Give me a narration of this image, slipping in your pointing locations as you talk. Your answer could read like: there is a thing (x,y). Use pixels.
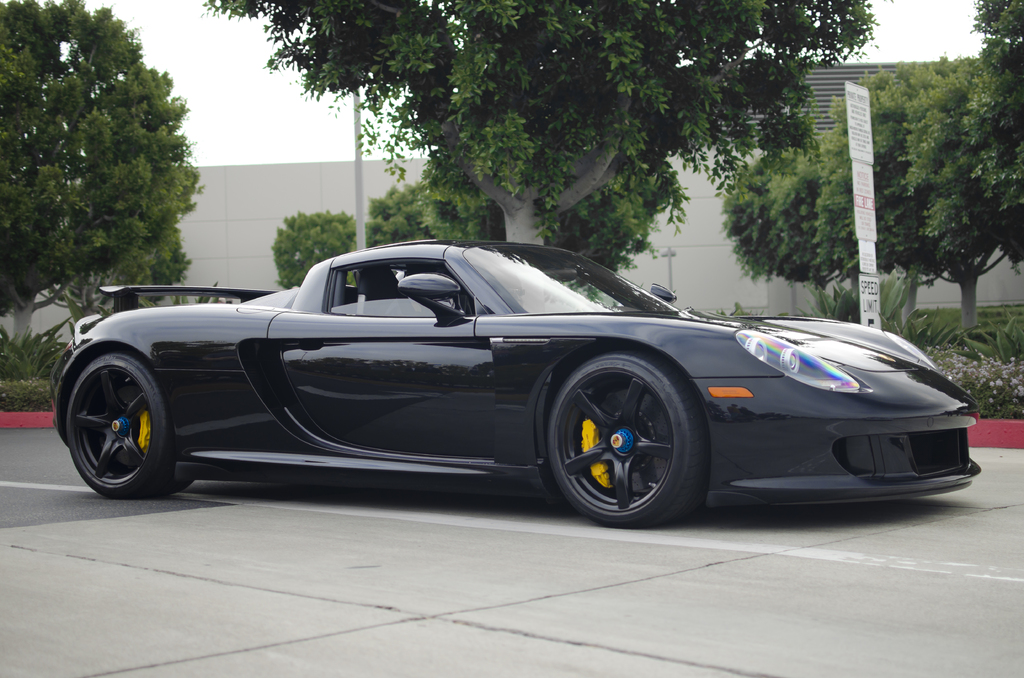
In this picture I can see a car (398,431) and few trees (625,209) and plants (1011,373) and I can see a building (687,250) and few boards (859,131) with some text (862,112) and a cloudy sky (200,32).
